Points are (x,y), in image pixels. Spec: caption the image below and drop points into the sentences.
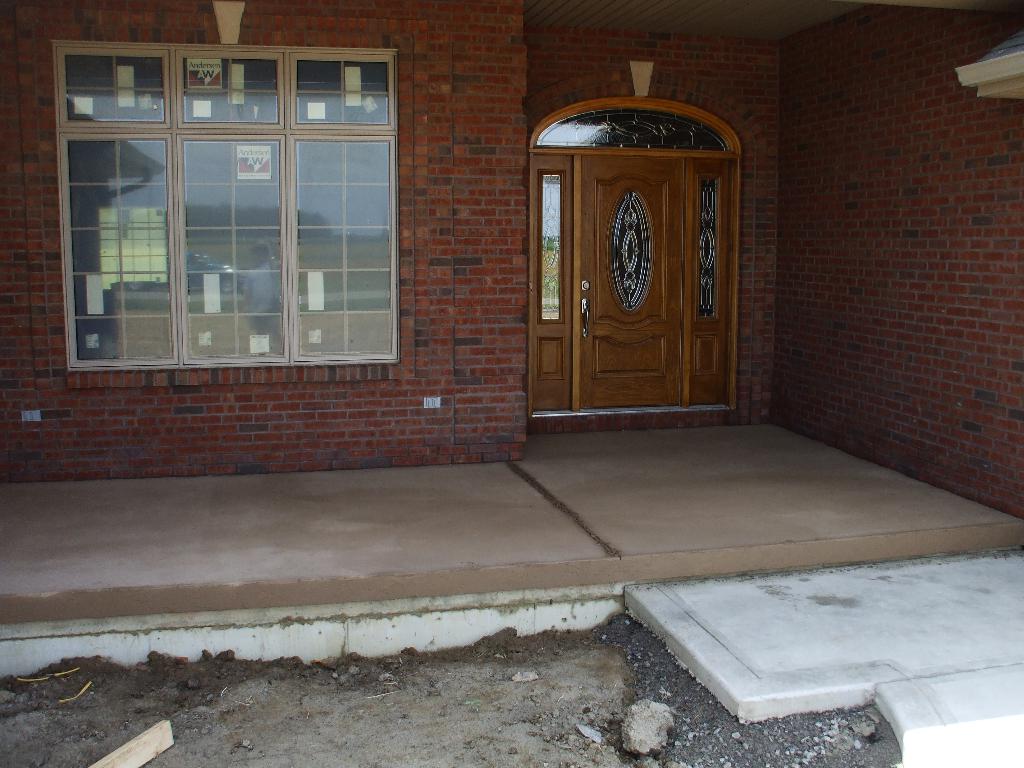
At the bottom of this image (778,735), there are stones (652,724), a wooden piece (146,742) and sticks (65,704) on the ground (390,703). On the right side (987,659), there is a concrete floor (781,626). In the background (901,143), there is a building (876,57) having glass windows (73,63), a wooden door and the brick walls (368,31).
